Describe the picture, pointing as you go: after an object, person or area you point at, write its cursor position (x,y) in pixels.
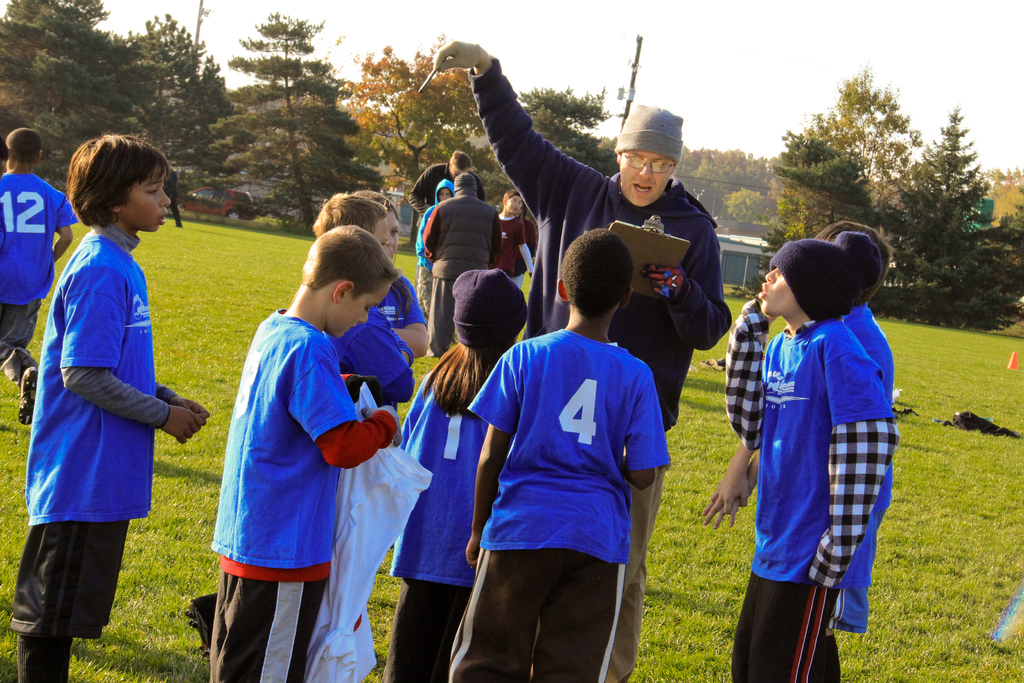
In the image I can see people (308,354) are standing on the ground (710,399) among them children (727,385) are wearing blue color t-shirts (433,405) and the man (675,341) in the middle (673,334) is holding an object (656,256) in the hand (655,269). In the background (414,176) I can see trees (273,145), the grass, the sky (704,140) and some other objects (746,247).
